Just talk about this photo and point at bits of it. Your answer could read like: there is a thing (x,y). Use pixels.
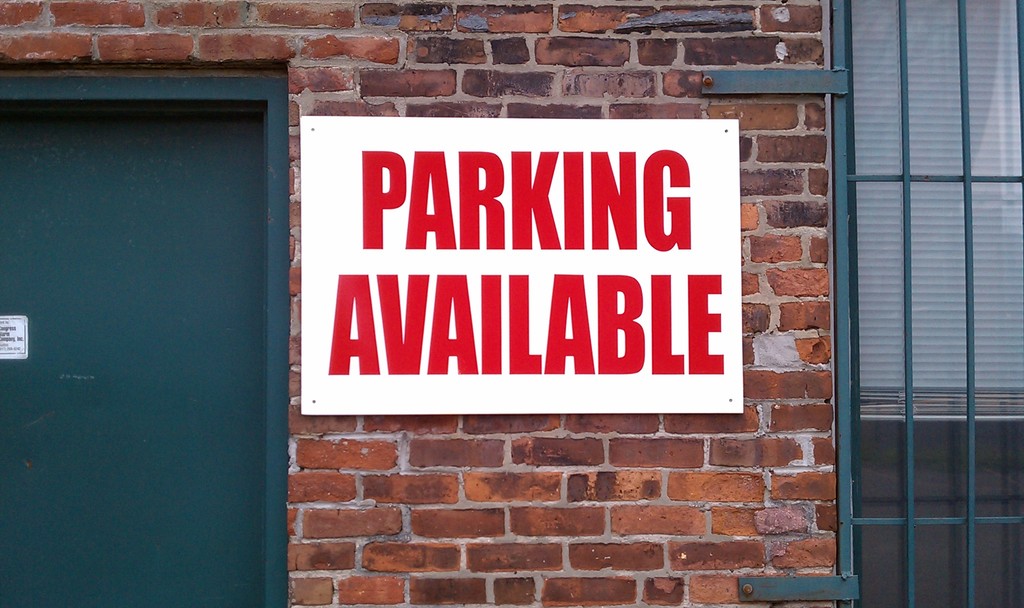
In this image I can see there is a board (345,156) placed on the brick wall (452,433) and there is something written on it. There is a window (869,354) at the right side (909,458) and there is a door (86,342) on the left side (144,420).
